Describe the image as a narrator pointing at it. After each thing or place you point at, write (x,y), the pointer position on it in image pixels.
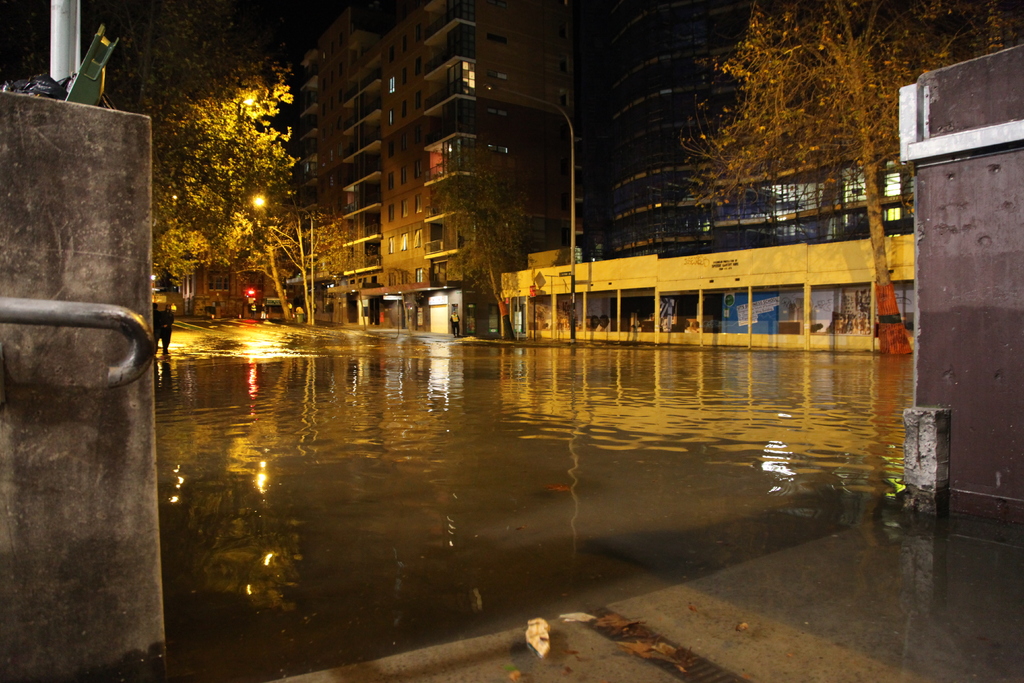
On the left side (91,488), there is a wall (93,291) which is having a handle (54,319) and a pole (65,63) on the top (65,75). On the right side (962,428), there is another wall (968,424) near water (616,386) on the road (302,381). In the background (389,190), there are buildings (407,185) which are having glass windows (906,289) and lights (891,210), there are lights (490,91) attached to the poles (570,177), there are trees (238,202) and there are persons (165,320).
